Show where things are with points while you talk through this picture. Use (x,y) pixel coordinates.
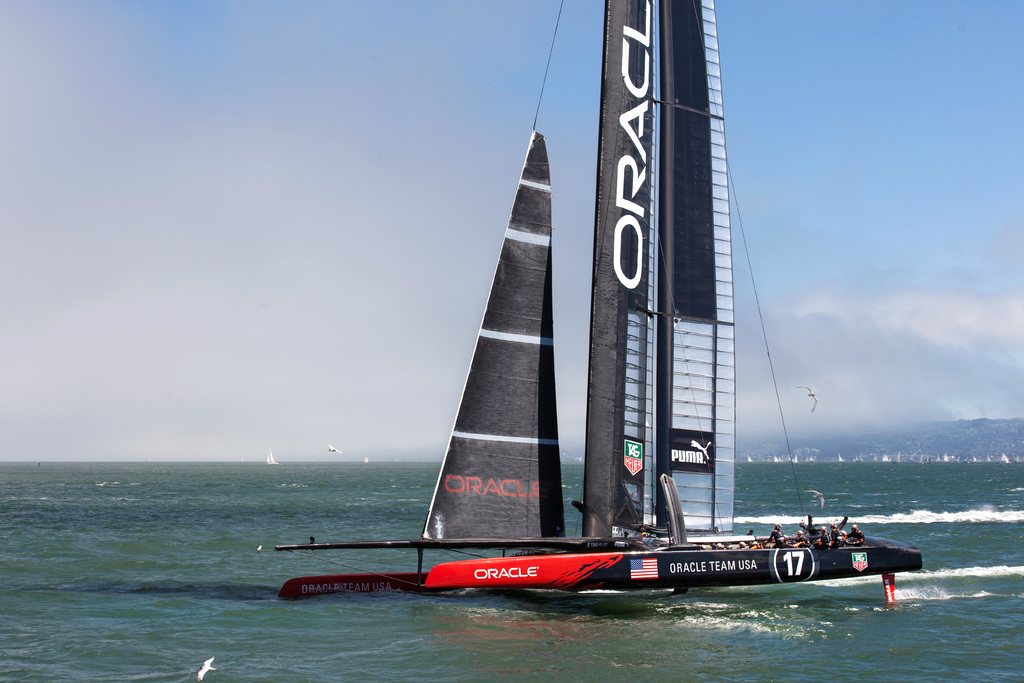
At the bottom of the image (165,499) there is water (425,608), above the water (488,609) there is a boat (815,537). In the boat (527,527) few people (751,547) are standing and sitting. Behind the boat (861,546) there are some birds (336,450) and hills (988,428). At the top of the image (928,91) there are some clouds (19,194) in the sky (26,182).
